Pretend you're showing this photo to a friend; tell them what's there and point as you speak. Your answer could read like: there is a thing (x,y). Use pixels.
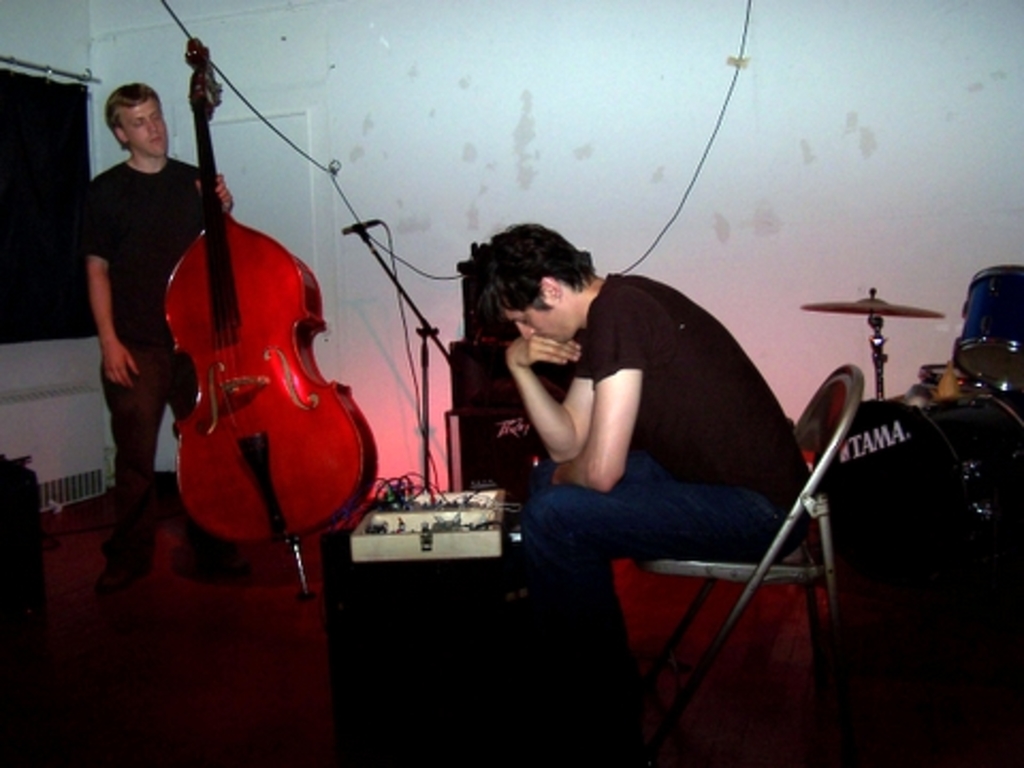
A man (626,392) is sitting on a chair (735,565). Another person (129,279) is standing and holding a big violin (249,309). In front of them there is table (400,592). On the table (398,607) there is a box (404,522). In the background (349,252) there is a mic (350,227) and mic stand (409,299), wall (394,144), board (76,160), cymbal (854,307), drums (970,344) and some other items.
